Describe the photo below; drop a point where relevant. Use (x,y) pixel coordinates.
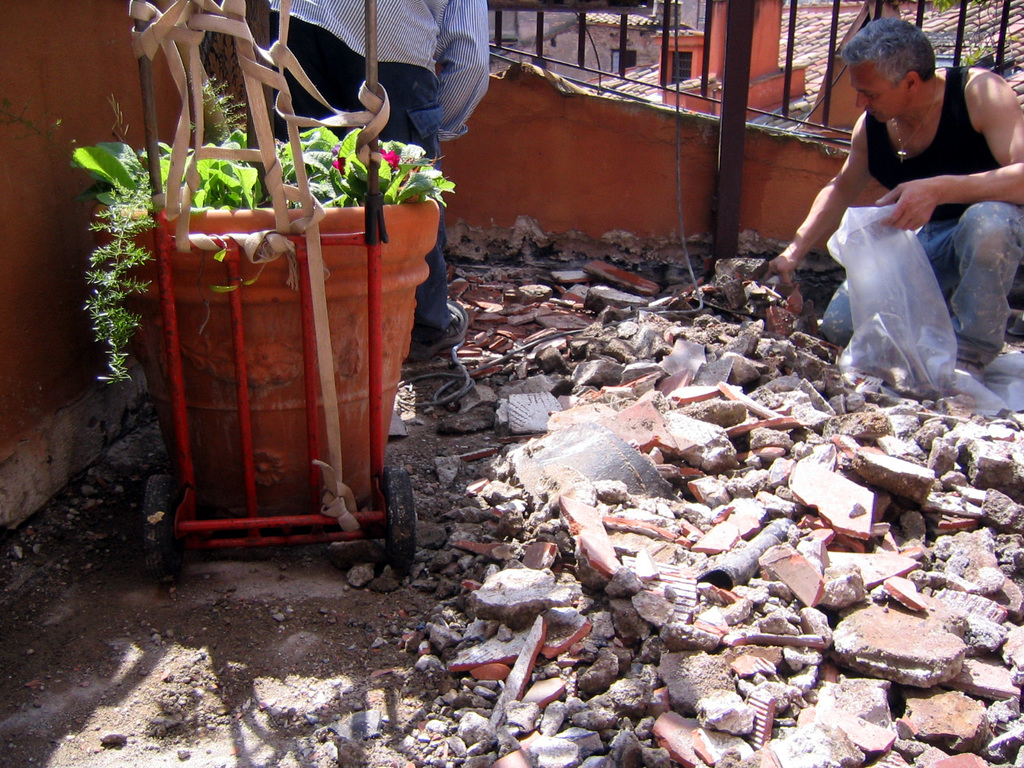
In this image there are two men (432,101). The man (922,187) to the right (930,183) is kneeling on the floor (817,322). There is a plastic cover (875,301) in his hand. To the left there is another man (419,124) bending forward. Behind him there is a flower pot (271,358). There are pieces (591,585) of a broken wall (682,500) on the ground (664,590). Behind them there is a railing (580,36). There are plants (114,159) in the flower pot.
